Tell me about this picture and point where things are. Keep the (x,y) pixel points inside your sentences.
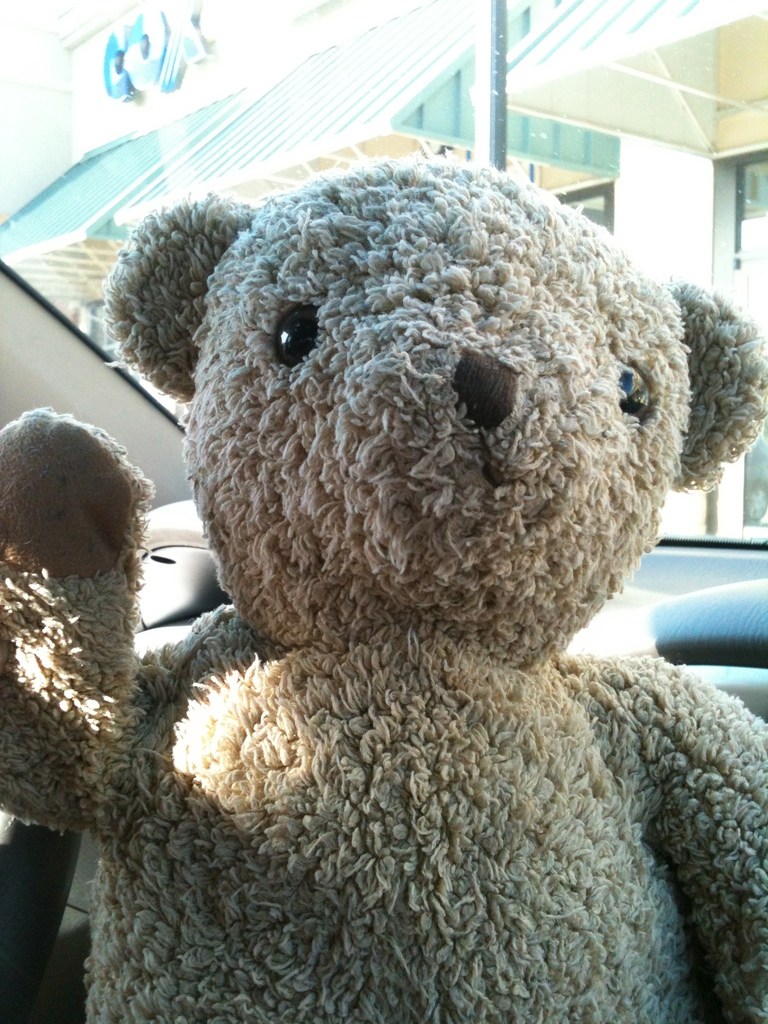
In this image I can see a soft toy (412,754) which is in the shape of a bear (401,722) which is brown and black in color. In the background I can see the glass (619,139) of the vehicle (575,641) through which I can see a building (307,31).
